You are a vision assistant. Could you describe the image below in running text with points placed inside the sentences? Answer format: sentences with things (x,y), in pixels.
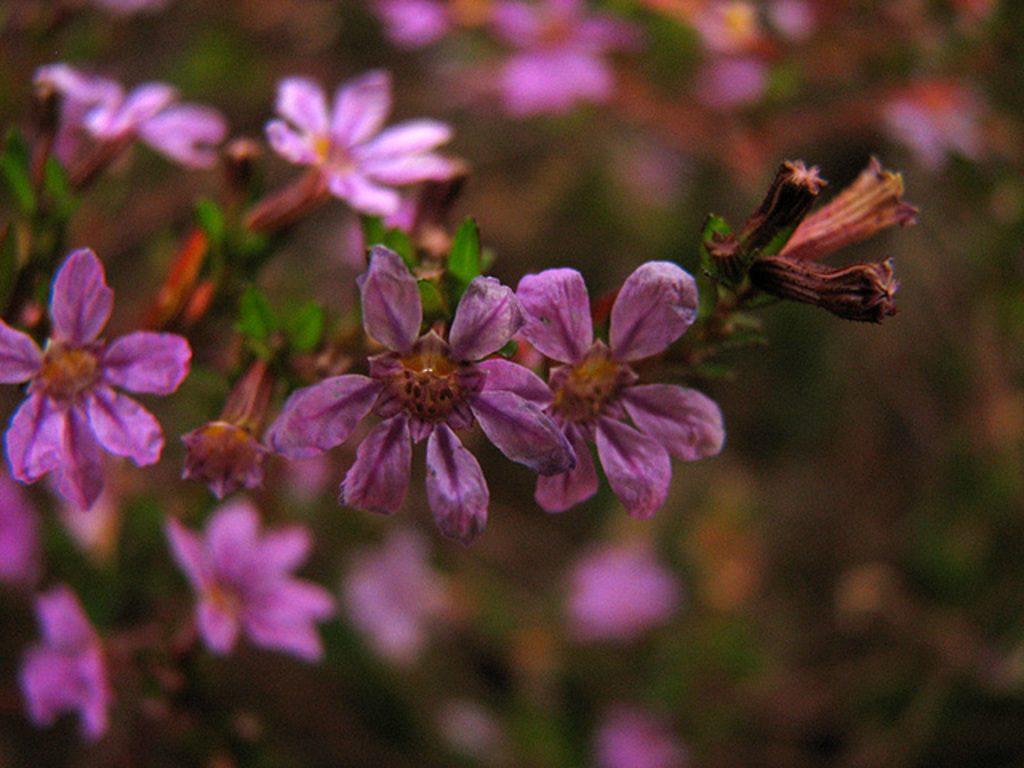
In the picture we can see a plant (595,381) with violet colored flowers (18,427) and behind it, we can see some plants (727,467) which are not clearly visible.
